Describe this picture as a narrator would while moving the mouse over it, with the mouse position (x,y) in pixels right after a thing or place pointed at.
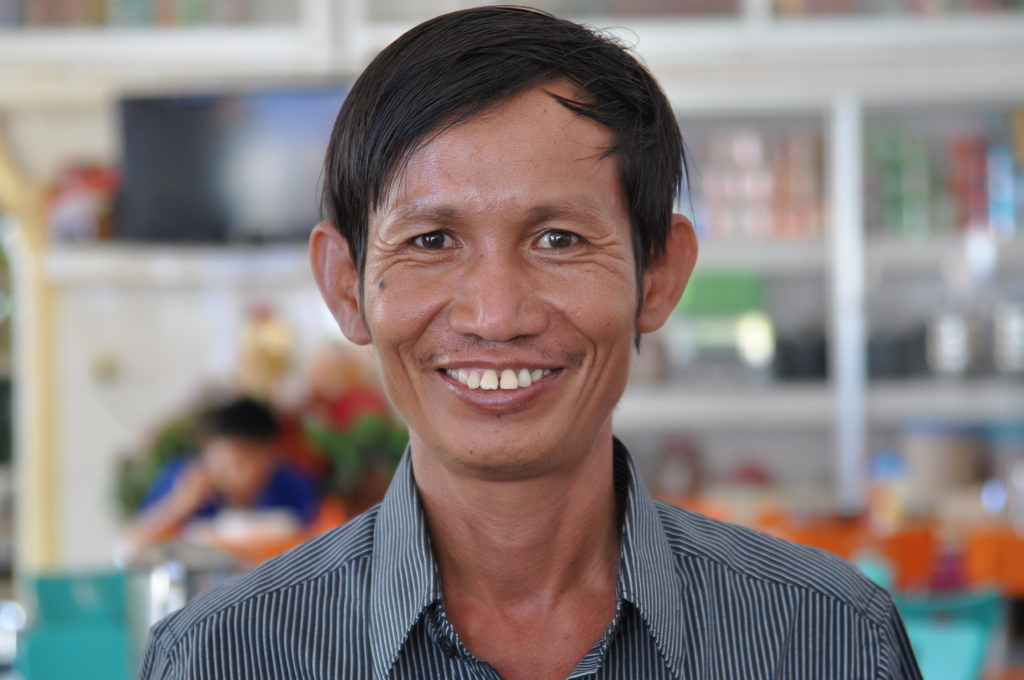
In this image there is a person (402,377) with a smile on his face (561,376), behind the person (398,351) there is another person (261,460) and there are a few items (235,152) on the shelf (755,390).
